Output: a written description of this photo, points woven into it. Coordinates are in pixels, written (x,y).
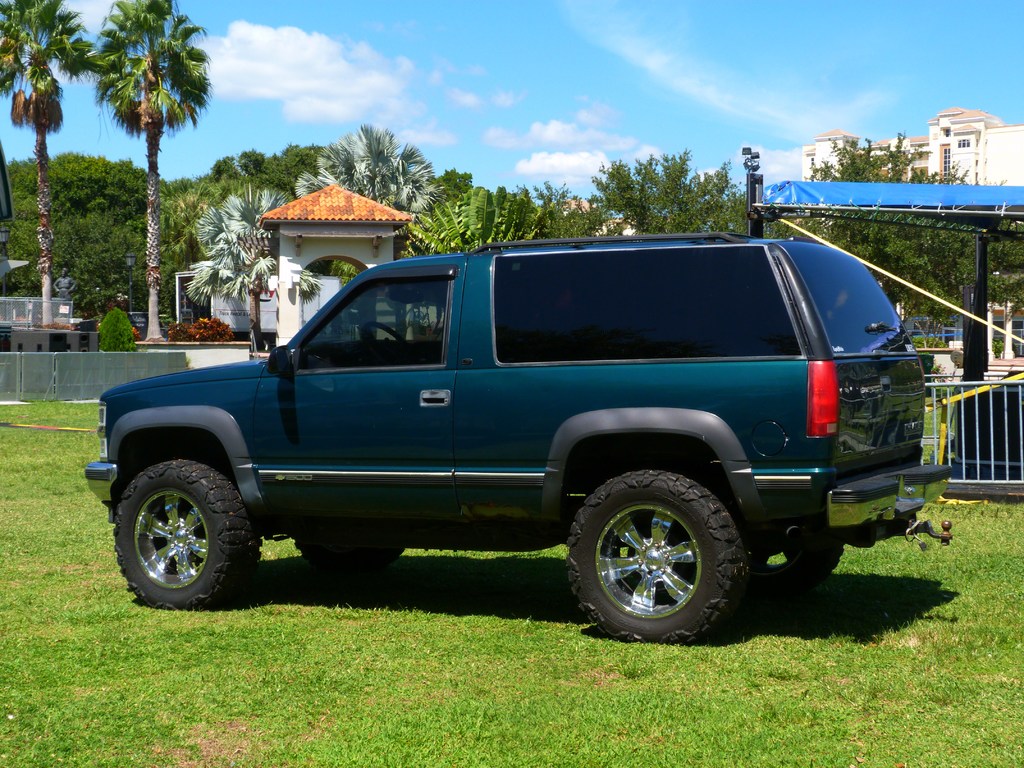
In the center of the image (486,471) we can see a car (425,436). At the bottom of the image (854,651) there is a grass (352,716). In the background (251,272) we can see trees (139,243), statue (71,280), tent (921,208), plants (127,334), building (915,166), sky (516,64) and clouds (307,84).
